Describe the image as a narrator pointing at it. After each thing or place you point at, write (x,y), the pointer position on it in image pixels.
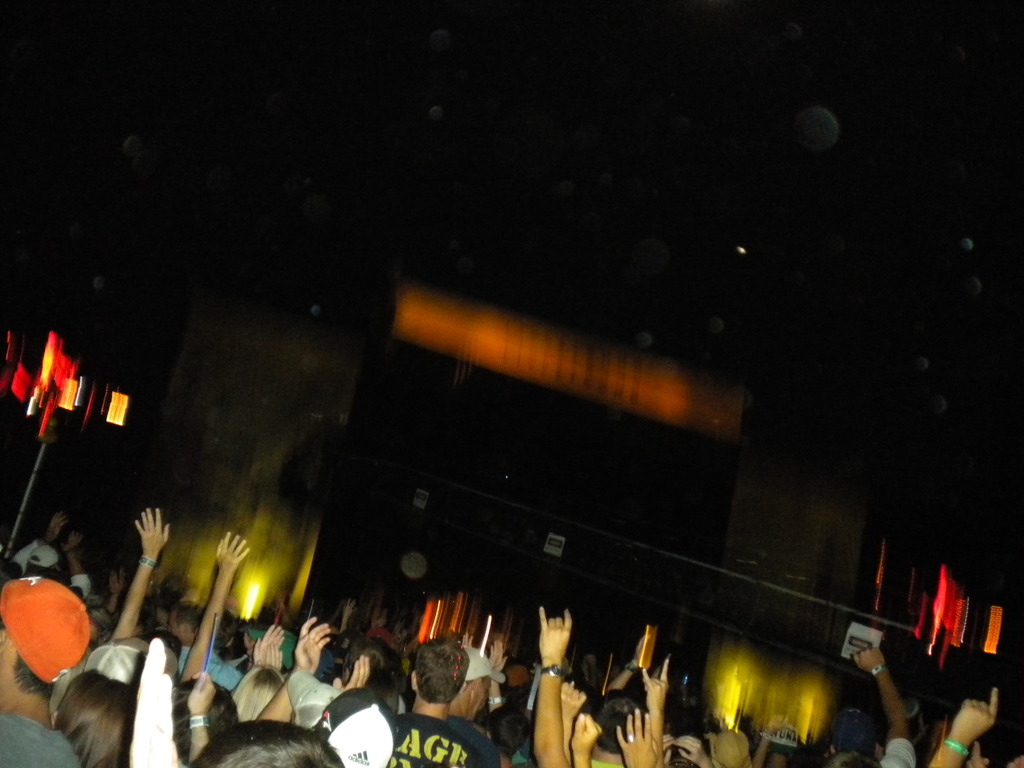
This picture seems to be clicked outside. In the foreground (235,631) we can see the group of persons (261,682) seems to be standing. The background of the image (834,540) is blurry and we can see the buildings (819,519), lights (966,613) and many other objects (937,605) in the background (951,609).
